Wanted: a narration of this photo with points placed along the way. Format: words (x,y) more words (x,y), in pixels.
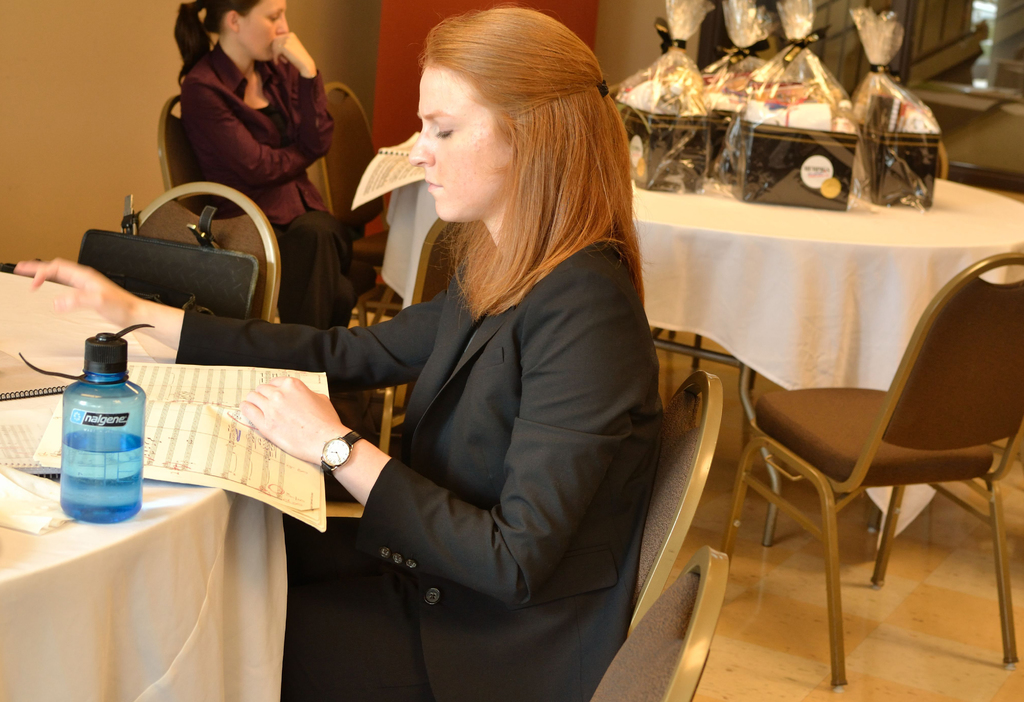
In the image we can see there is a woman (464,539) who is sitting on chair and on table (256,517) there is paper (212,395) and water bottle (84,435) and the other side there is another woman (287,160) sitting on chair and on table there are gifts (909,175) which are packed in a plastic cover (801,136).
